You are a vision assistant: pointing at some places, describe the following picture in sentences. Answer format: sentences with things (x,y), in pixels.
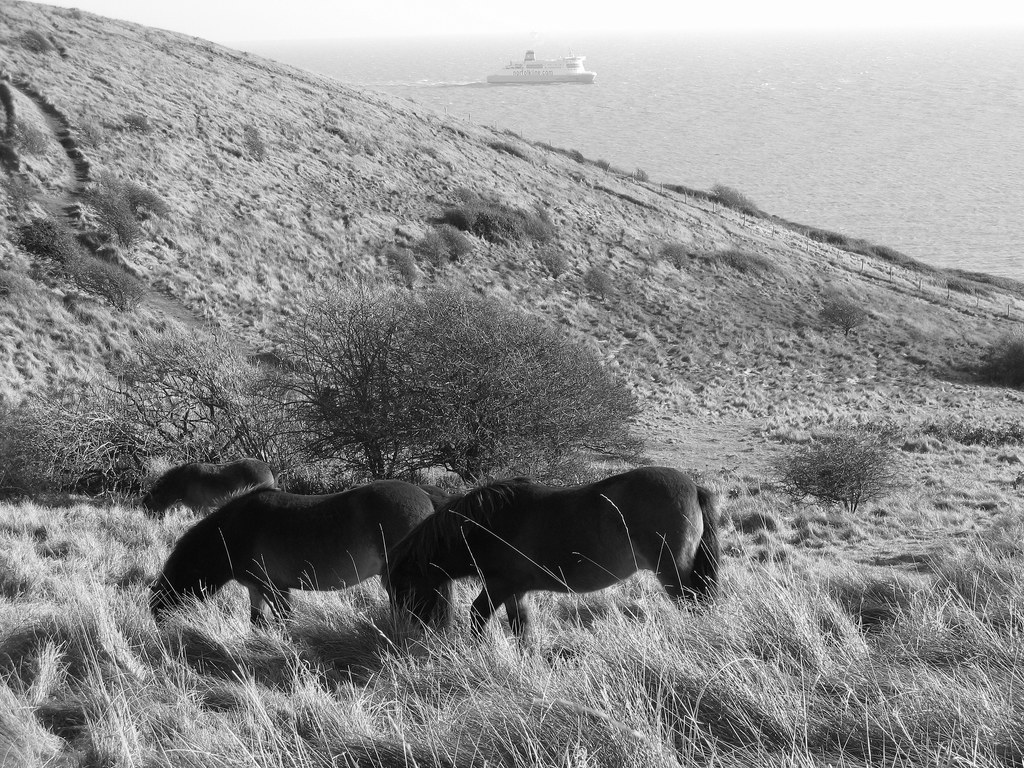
This is a black and white image. In this image there is a hill (755,417). There are three animals (222,467) eating grass (371,637). Also there are trees (464,321). In the back (514,81) there is a ship (562,67) on the water (798,122).
